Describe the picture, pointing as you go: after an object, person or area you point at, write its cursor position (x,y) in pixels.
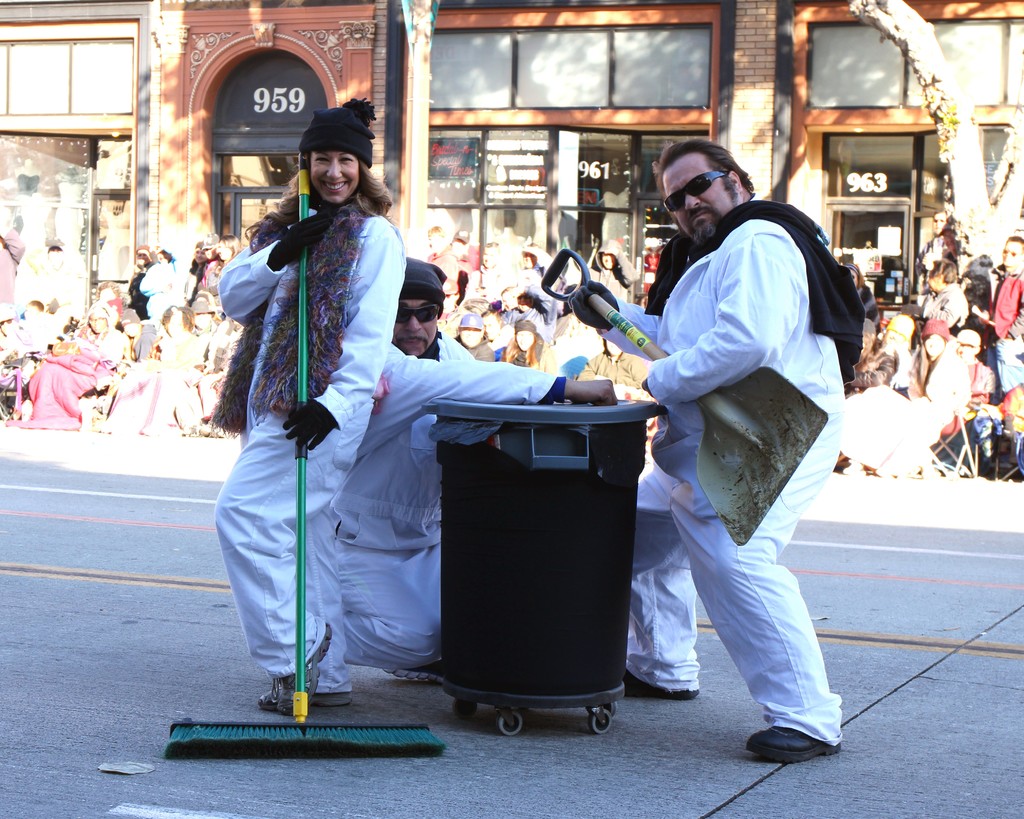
This picture is clicked outside the city. In the middle of the picture (564,391), we see three people (431,574) wearing white shirts (702,384) are performing on the road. Out of them, two are men (675,499) and the one is a woman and she is smiling. Behind them, we see people (457,295) sitting on the chairs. Behind them, we see a building (380,156) in brown color. We even see doors (881,217) and windows (844,171). On the right side (869,22), we see a tree (957,229). It is a sunny day.
